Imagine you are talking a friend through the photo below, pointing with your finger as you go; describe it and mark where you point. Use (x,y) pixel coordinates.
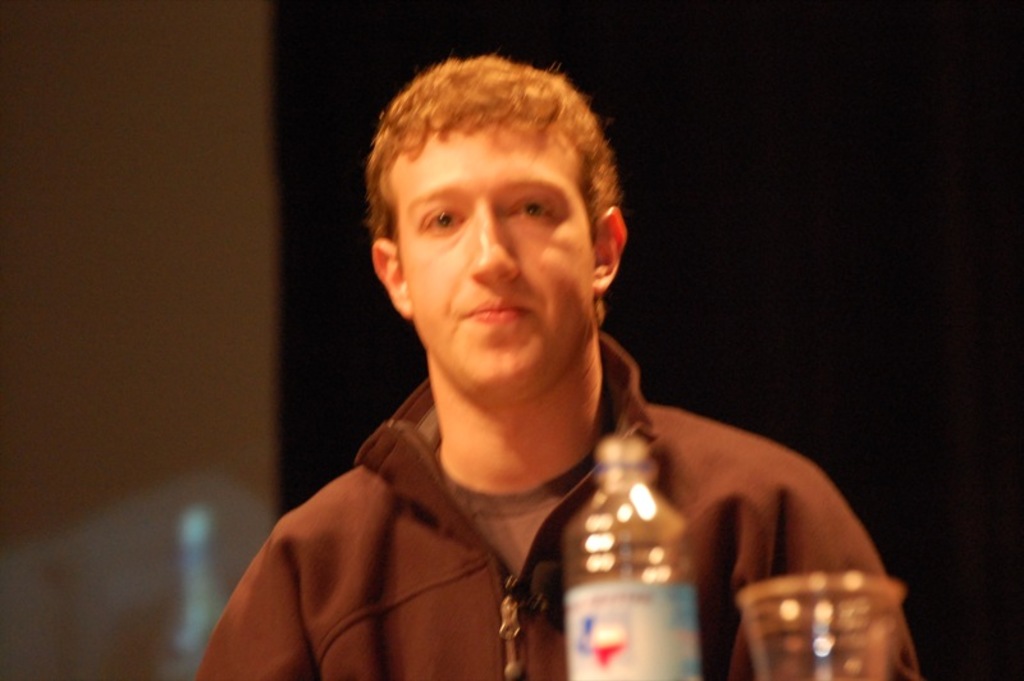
A person (450,452) is wearing a jacket (739,499). In front of him there is a bottle (694,599) and a cup (810,633). In the back (824,244) there is black.
